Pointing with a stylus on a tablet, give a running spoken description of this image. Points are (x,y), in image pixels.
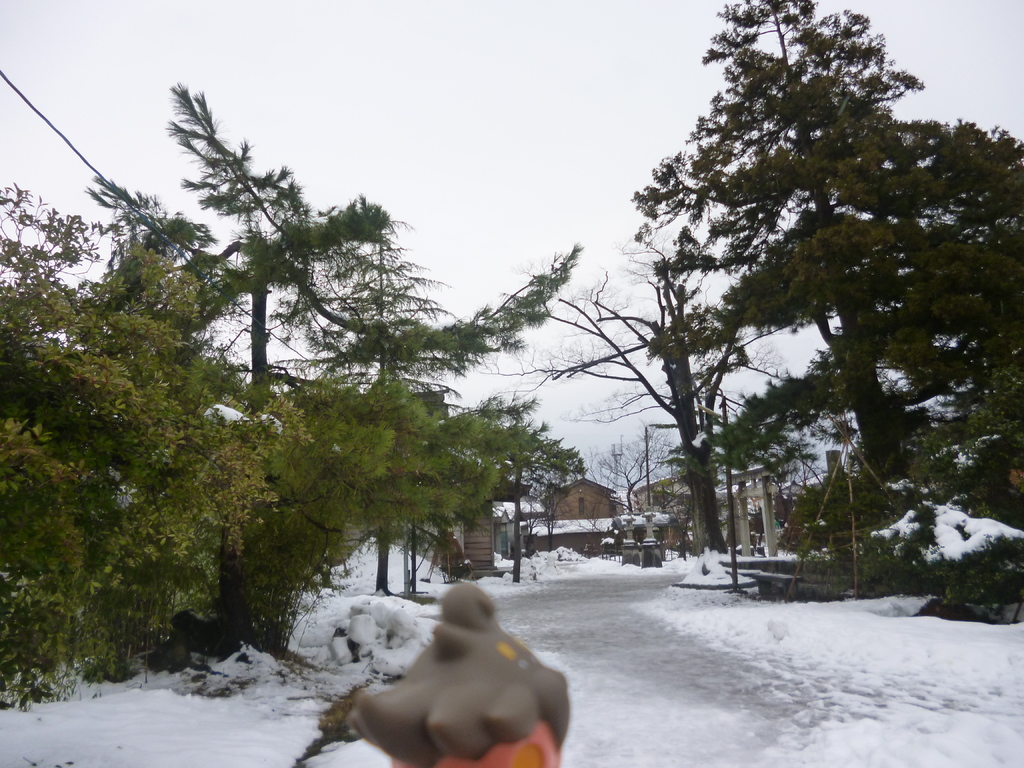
In this image the land (563,598) is covered with snow (804,683), in the middle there is an object (486,732), in the background (393,455) there are trees (174,506), houses (580,497) and the sky (572,137).
